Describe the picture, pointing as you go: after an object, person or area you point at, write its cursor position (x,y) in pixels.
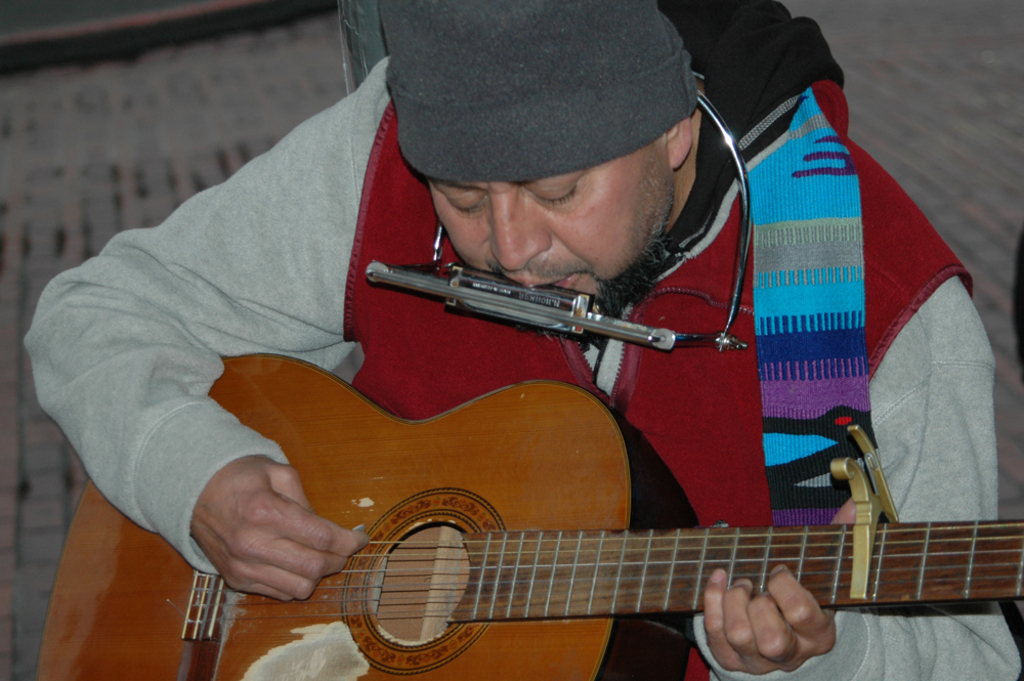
In the image a man (615,255) is playing a harmonica (526,318) and also a guitar (613,465) he is wearing red color jacket (717,365).
